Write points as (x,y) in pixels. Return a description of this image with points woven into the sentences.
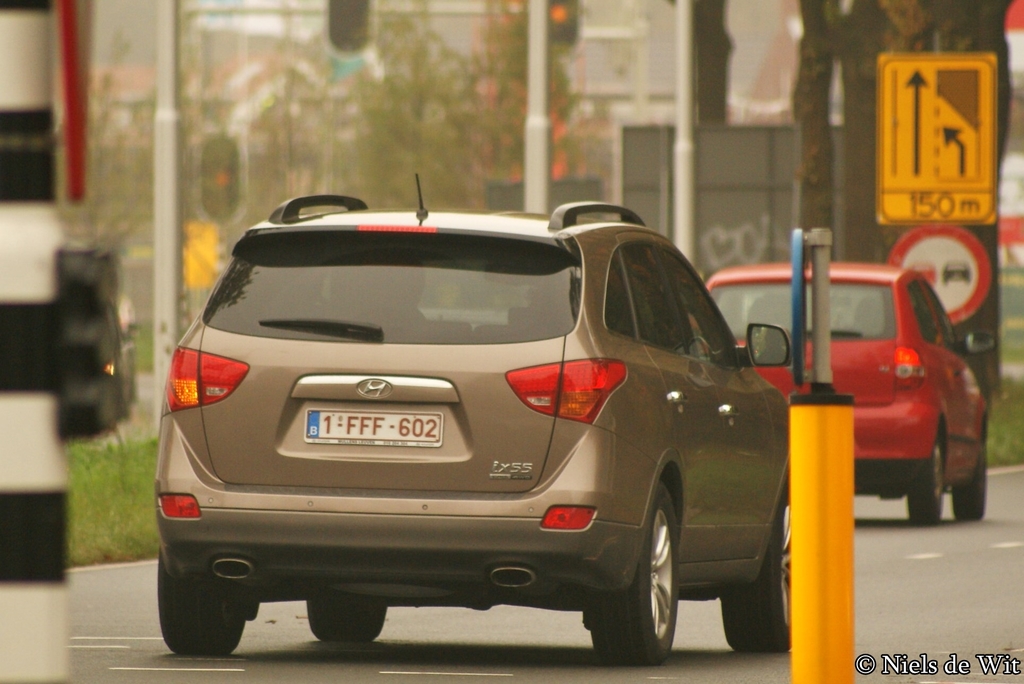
In this image there are cars (635,534) on a road (418,611), in the background (746,191) there are poles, trees (432,159), boards (916,103) and it is blurred, in the bottom right (886,660) there is text (1017,667).
